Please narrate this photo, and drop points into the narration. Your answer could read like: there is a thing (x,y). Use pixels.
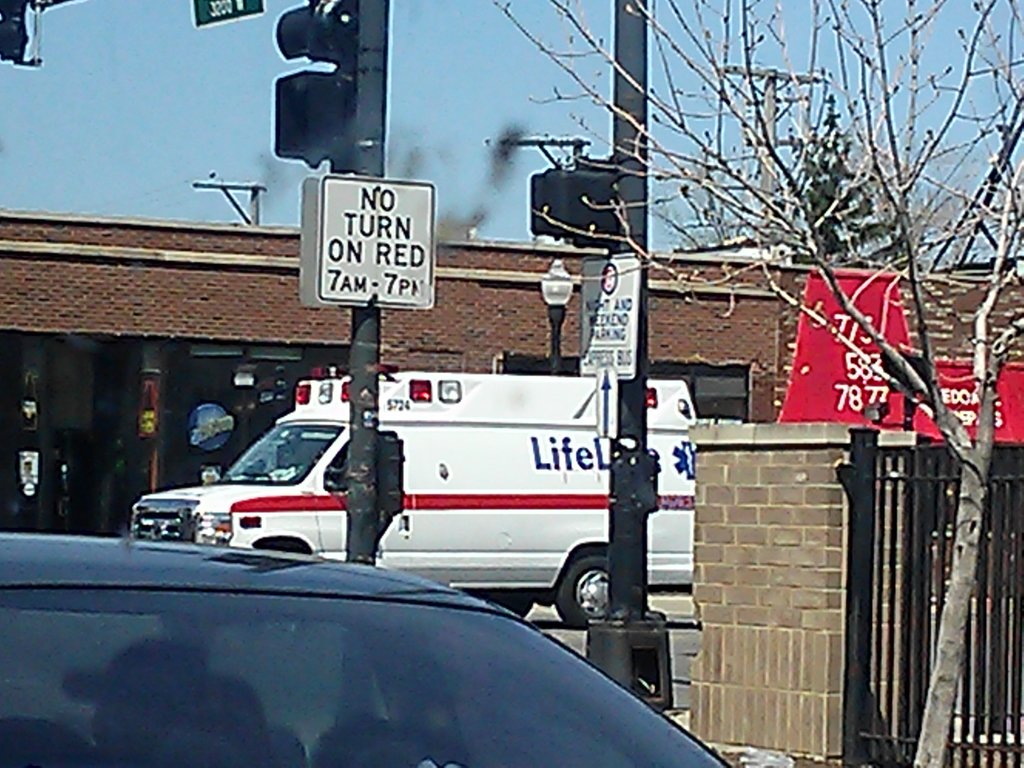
In this image we can see vehicles (311,385), caution boards (604,348), traffic signals (618,181), wall (752,544), gate (930,542), building (78,374), trees (852,264) and the sky (51,210) in the background (586,130).
